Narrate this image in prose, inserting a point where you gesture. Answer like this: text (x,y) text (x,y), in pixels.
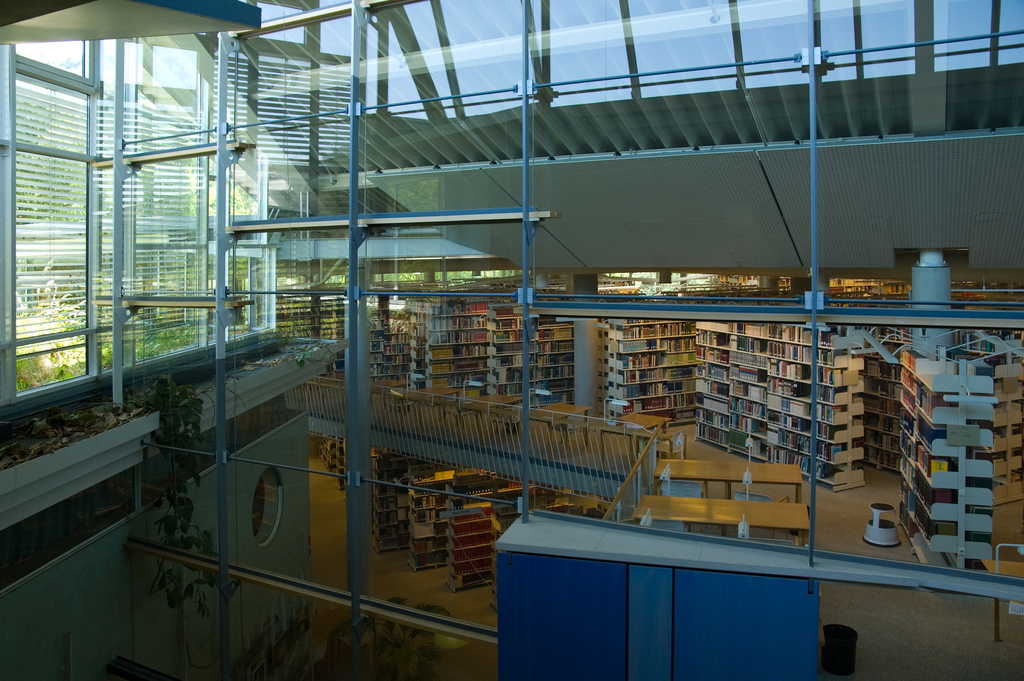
In this image we can see books (866,431) arranged in racks (542,381). There is a glass wall (157,58). There are rods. To the left side of the image (16,662) there is wall (70,640).
